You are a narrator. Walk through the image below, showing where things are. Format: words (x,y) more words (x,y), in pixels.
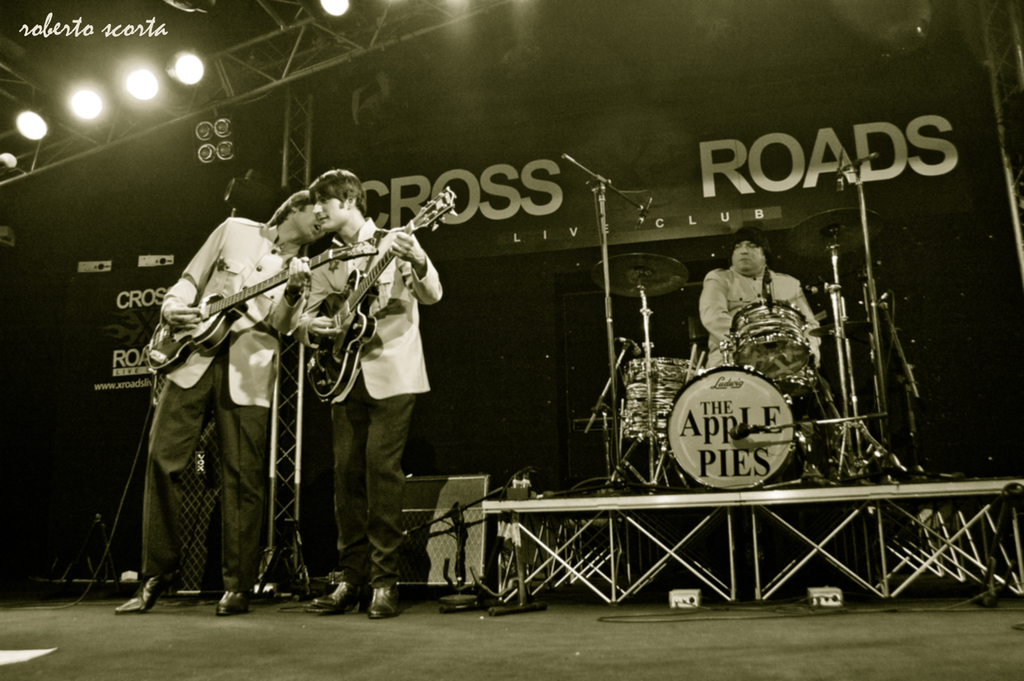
These two persons (300,298) are standing and holding guitar (358,338), this person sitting and playing musical instrument (718,424). There is microphones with stands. On the background (422,113) we can see focusing lights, banner (642,167).
